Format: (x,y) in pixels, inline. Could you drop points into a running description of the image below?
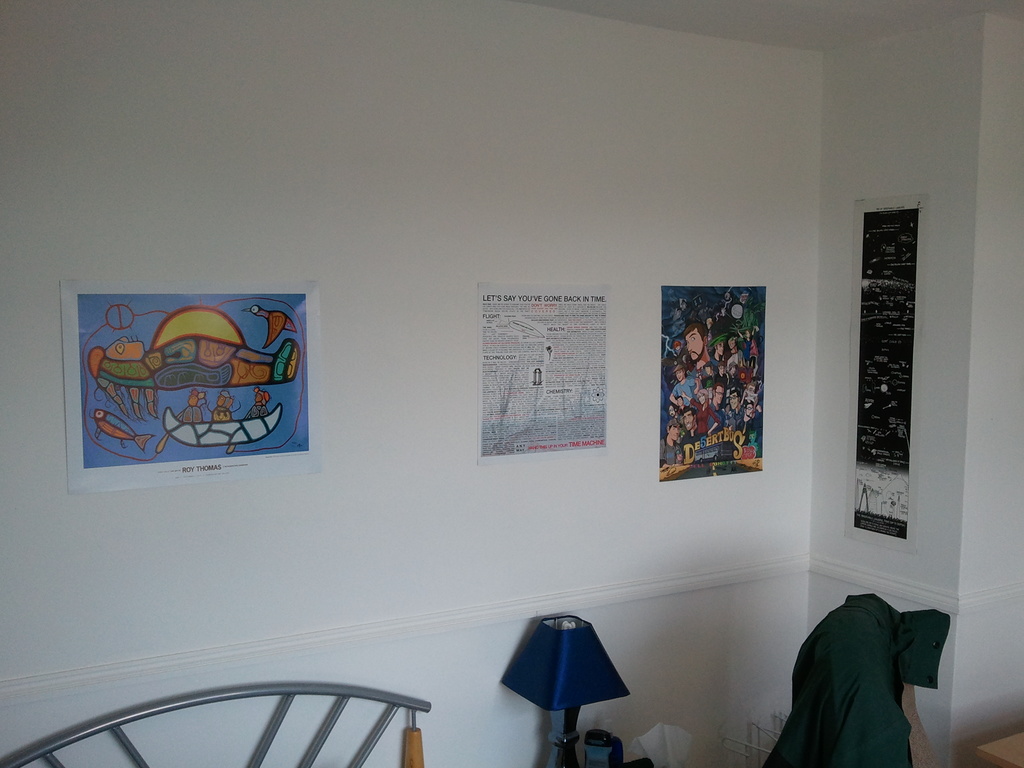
This picture might be taken inside the room (557,679). In this image, on the right corner (1022,751), we can see one edge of the table (986,755). On the right side (930,632), we can see a cloth (917,635). In the middle of the image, we can see a lamp (598,692) and a jar (600,762). On the left side (319,744), we can see a metal rod (323,695). In the background (220,340), we can see few posters (486,460) which are attached to a wall (815,411).
